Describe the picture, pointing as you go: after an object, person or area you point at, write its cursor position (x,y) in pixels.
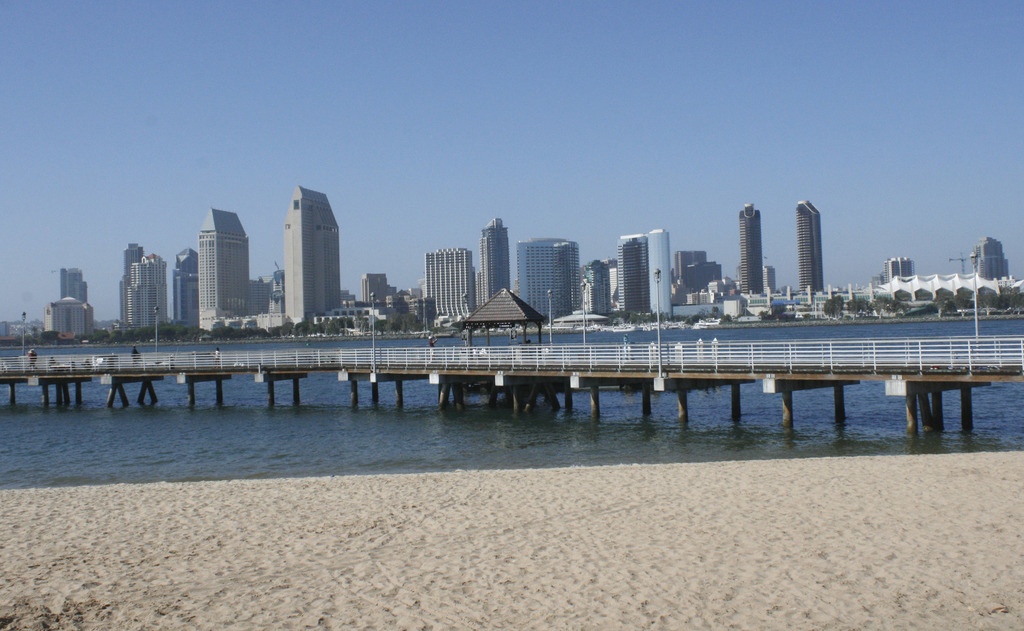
In this image there is a bridge (460,349) on the water (103,399), in front of the water (397,446), there is sand (453,525), in the background of the image (134,308) there are buildings (289,258).
